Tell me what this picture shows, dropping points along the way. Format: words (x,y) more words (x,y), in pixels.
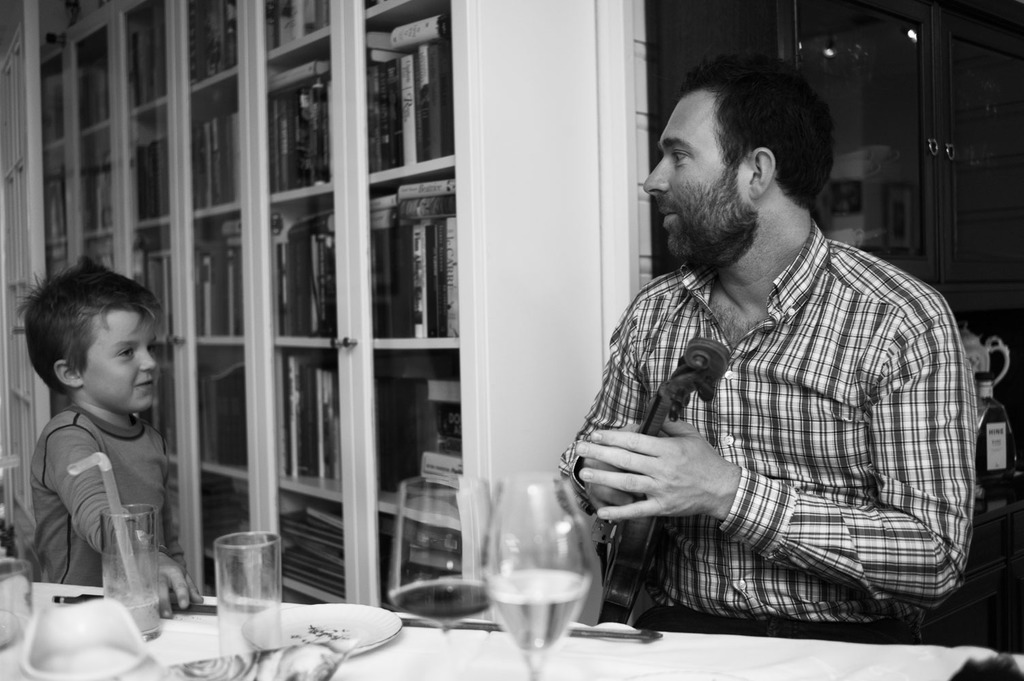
A person (672,455) is holding a violin (687,403) and sitting. And another baby (105,431) is standing near to the left side (103,389). In front of him there is a table (676,640). On the table (705,642) there are glasses (436,578), plates (376,626). In the background (604,179) there is a wall (520,236) with a cupboard (184,151). Inside the cupboard (184,151) there are many books (372,90). Also there is a bottle (994,432) in the right side (992,437).
